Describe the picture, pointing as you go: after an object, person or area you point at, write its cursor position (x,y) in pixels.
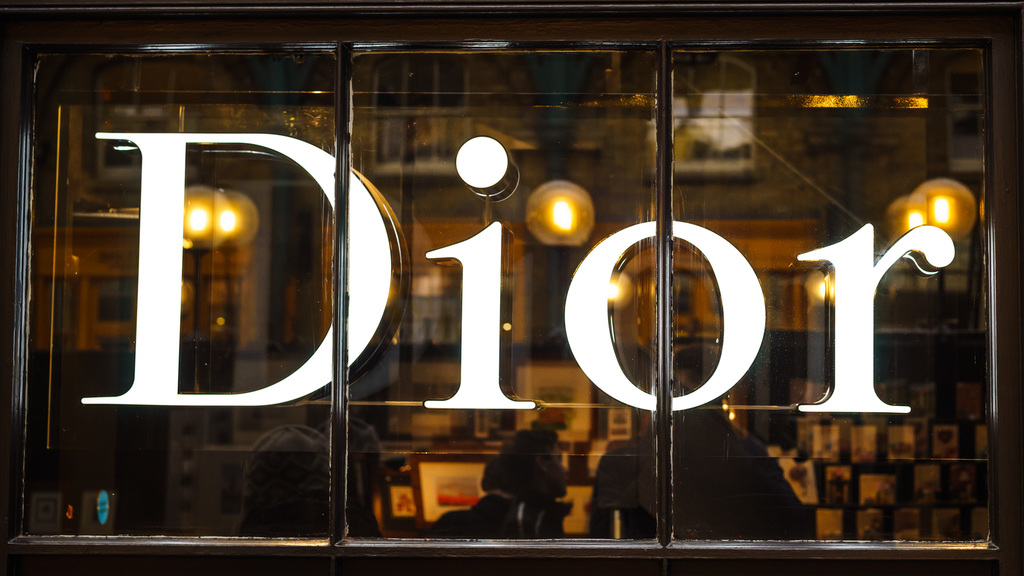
There are letters (475,378) in white color on the glass (643,478). On this glass (692,447) we can see lights (575,235), few persons (776,519), and frames (887,489).
